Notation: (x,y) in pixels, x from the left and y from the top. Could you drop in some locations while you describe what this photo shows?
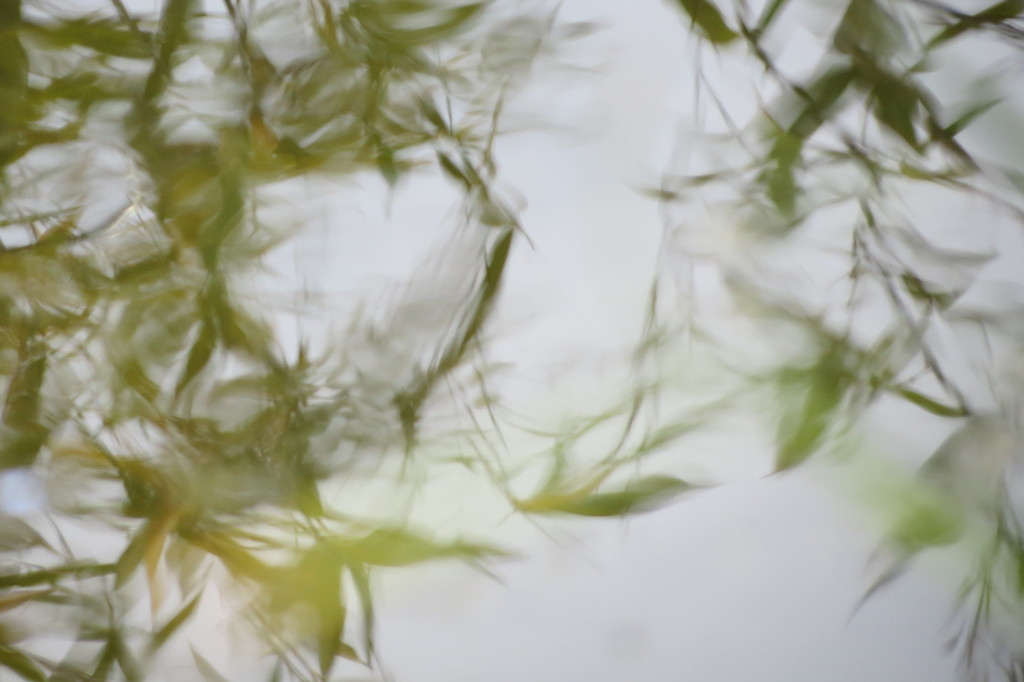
In this picture we observe many leaves (532,36).
